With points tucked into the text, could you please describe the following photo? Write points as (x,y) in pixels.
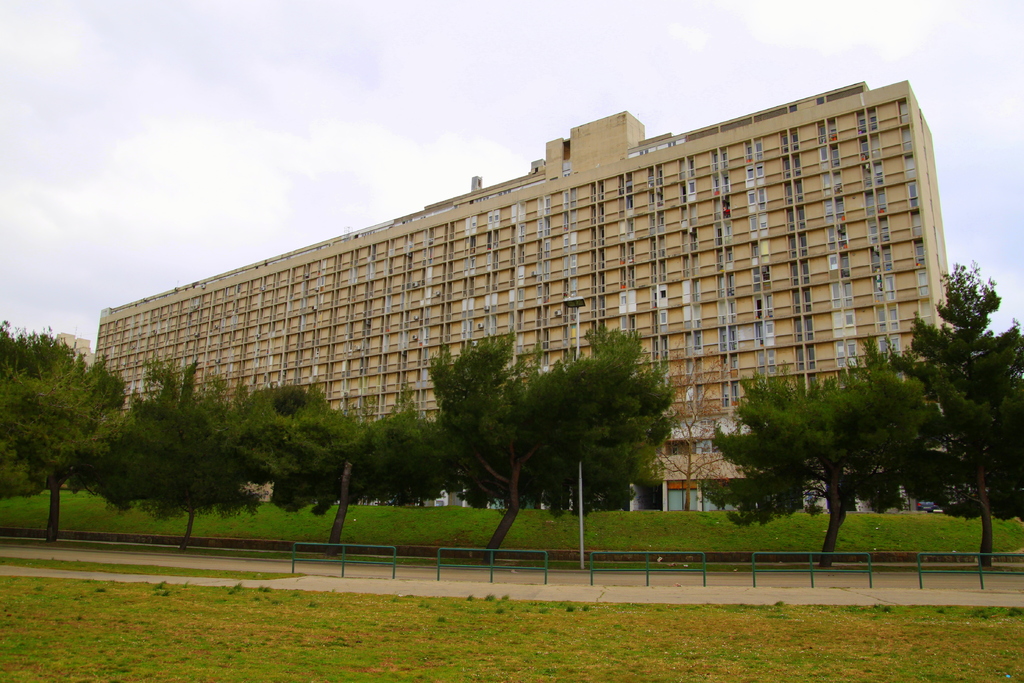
At the bottom of the image (421,635) there is a grass (483,642) on the ground (287,568). Behind the grass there are green color rods (1012,574). Behind the railing (364,561) there are many trees (352,437). Behind the trees (337,530) there is grass (885,528) on the ground (885,528). In the background (549,337) there is a building (131,344) with walls (634,211) and windows (876,256). At the top of the image (777,75) there is a sky (200,164).
